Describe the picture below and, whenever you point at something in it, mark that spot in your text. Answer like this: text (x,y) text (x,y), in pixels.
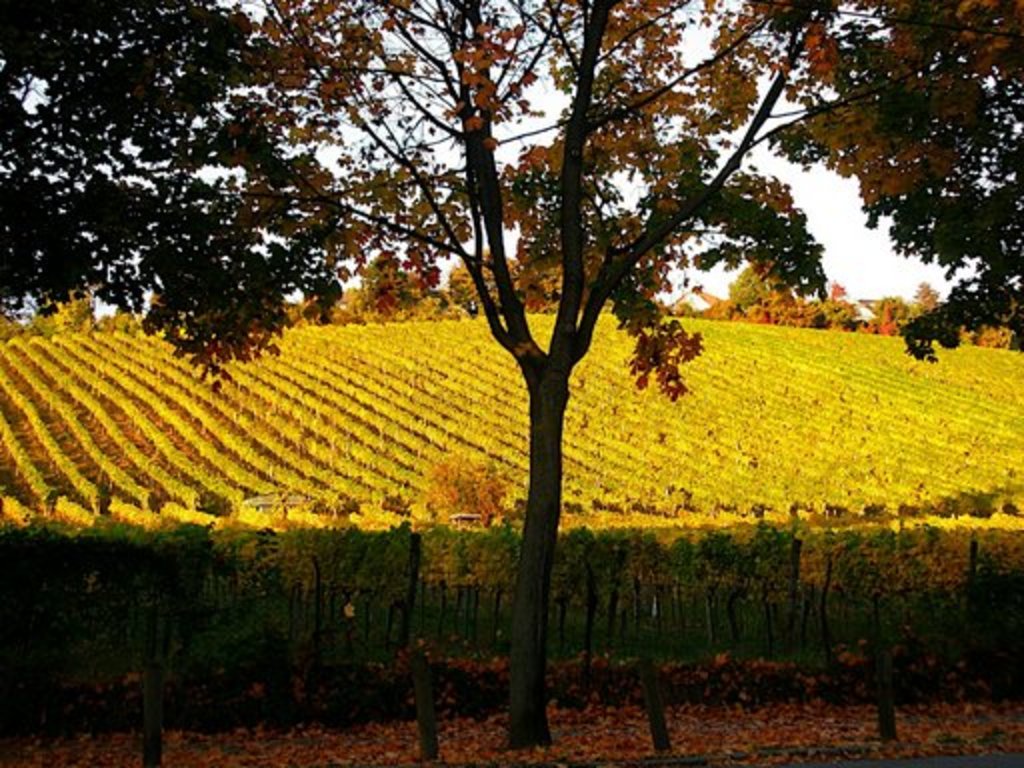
In this image we can see plants (636,531), trees (1007,263), and dried leaves (244,756). In the background (618,186) there is sky (839,268).
